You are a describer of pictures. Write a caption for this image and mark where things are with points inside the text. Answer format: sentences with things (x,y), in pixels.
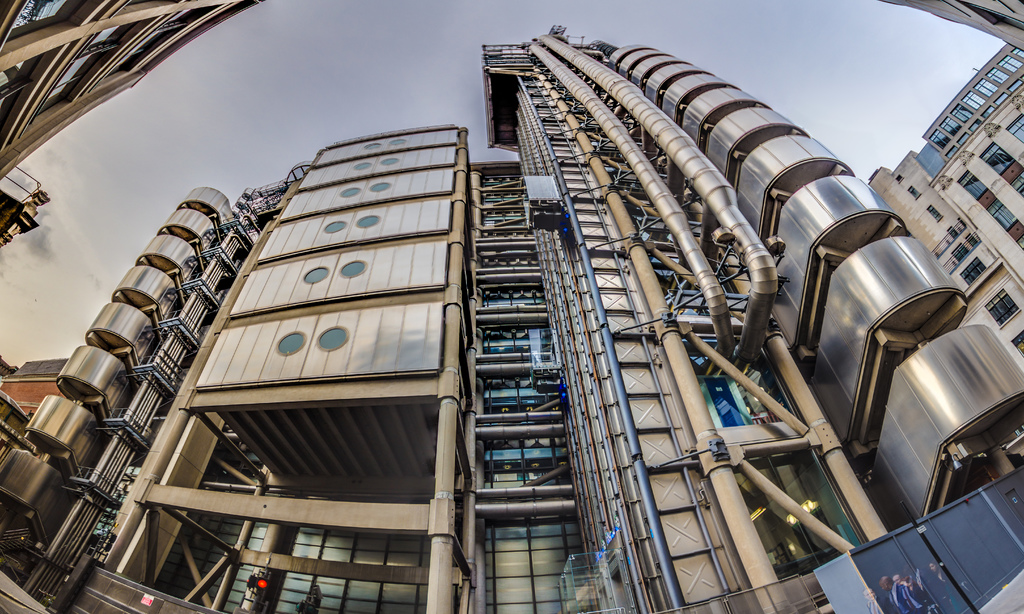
In this picture, we see the buildings (643,371). In the right bottom (932,576), we see three or four people (892,597) are standing. Beside them, we see a fence (859,587) and the boxes (965,533) in grey color. At the bottom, we see the traffic signal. On the right side (967,160), we see the buildings (911,287). On the left side (44,85), we see a building (55,77). At the top (276,78), we see the sky (323,131). This might be an edited image.
